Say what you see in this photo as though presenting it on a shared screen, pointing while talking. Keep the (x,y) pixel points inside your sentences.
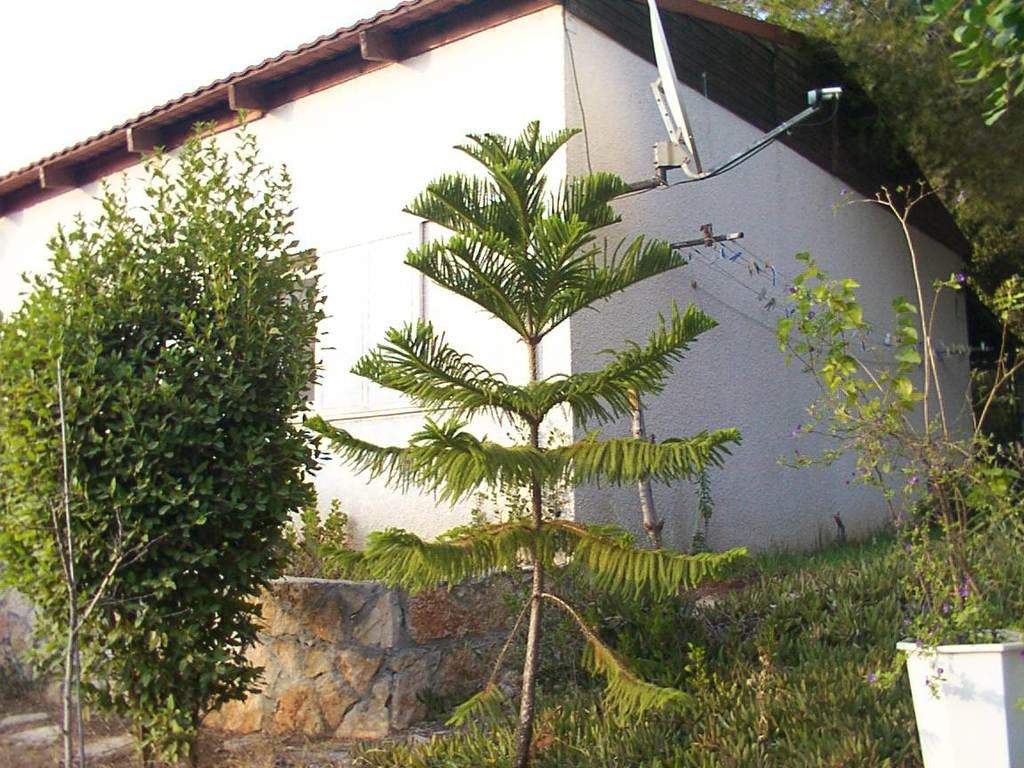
In front of the picture, we see the trees (478,395) and the grass (787,692). On the right side (1003,480), we see a plant pot (946,728), trees (962,490), rods (710,243) and the wires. Behind the trees (523,688), we see the plants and a wall (334,582) which is made up of stones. In the background (391,188), we see a building (577,139) in white color with a brown color roof (398,23).
